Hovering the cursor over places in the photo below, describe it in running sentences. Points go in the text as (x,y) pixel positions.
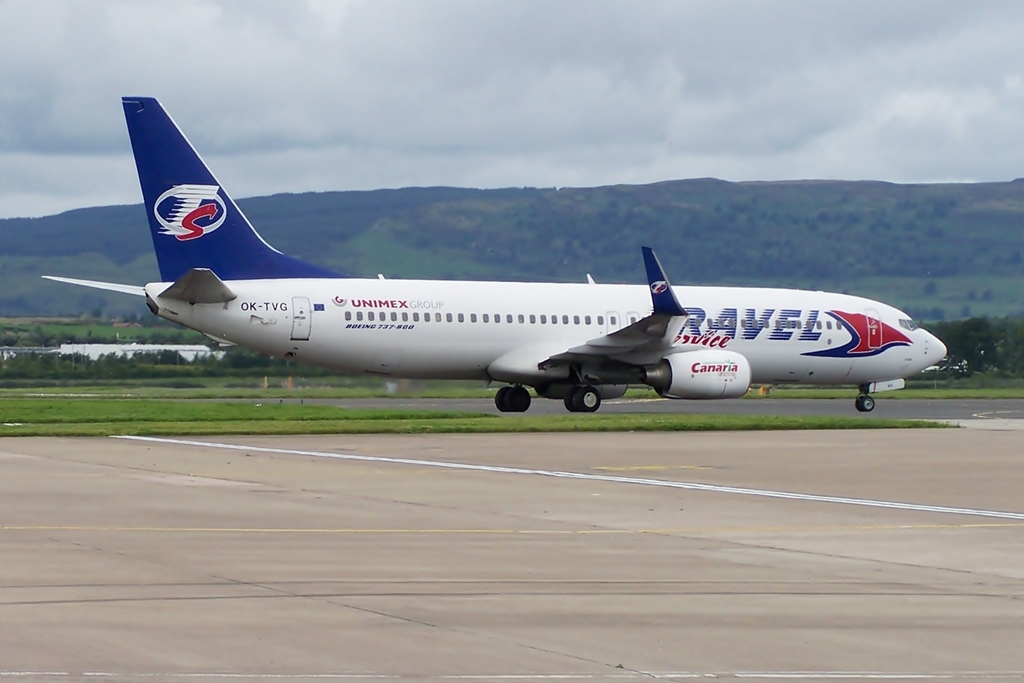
In this picture there is a plane (607,327) which is in white and blue color is on the run way (663,406) and there are trees (601,233) and mountains (558,237) in the background (594,238).
